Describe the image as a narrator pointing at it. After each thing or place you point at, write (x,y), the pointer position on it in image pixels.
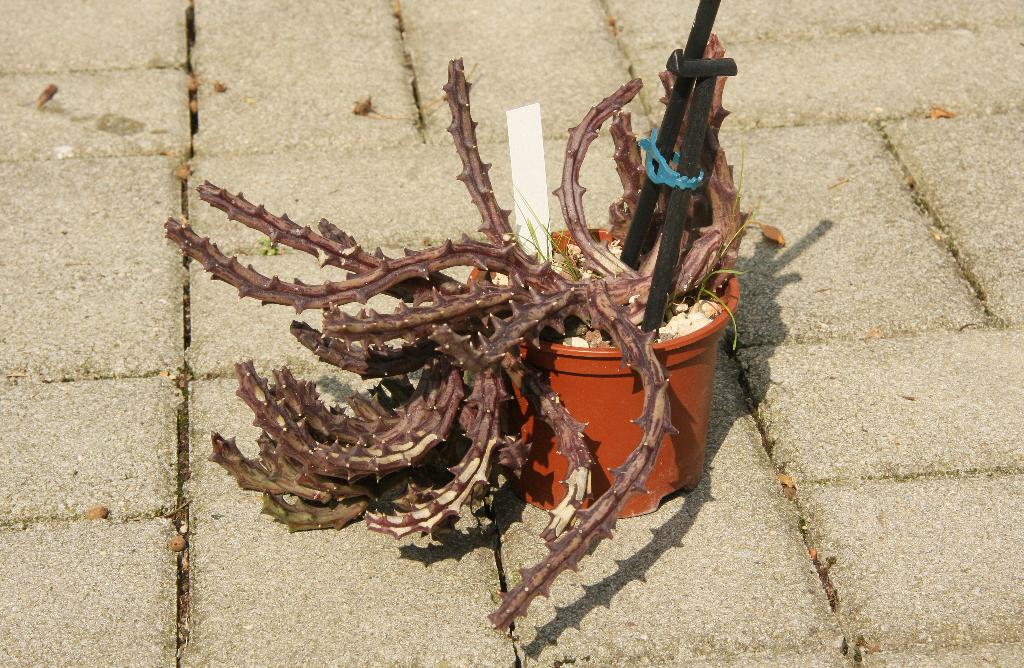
In this image we can see a plant (633,152) and a plant pot (714,323) and we can see two rods (672,139) and the background (174,54) is ground (397,76).
